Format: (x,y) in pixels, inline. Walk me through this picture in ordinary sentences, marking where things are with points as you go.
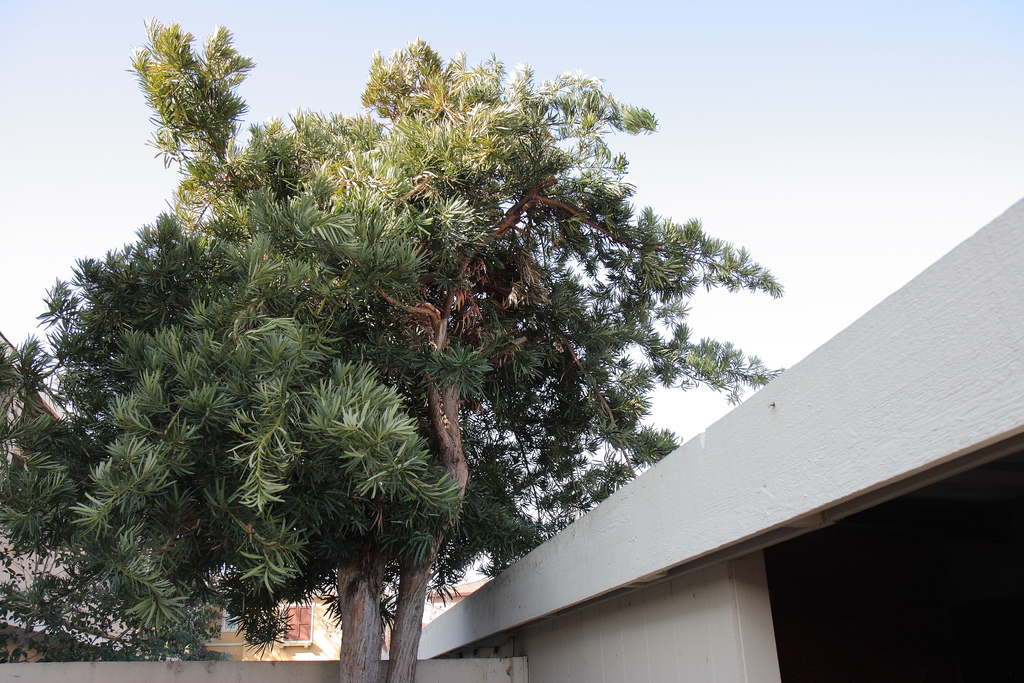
There is house (656,544) and there are two tall trees (366,589) in front of the house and behind the trees (291,585) there is a building (462,593) and on the left side (107,620) there are some other plants (45,607).
